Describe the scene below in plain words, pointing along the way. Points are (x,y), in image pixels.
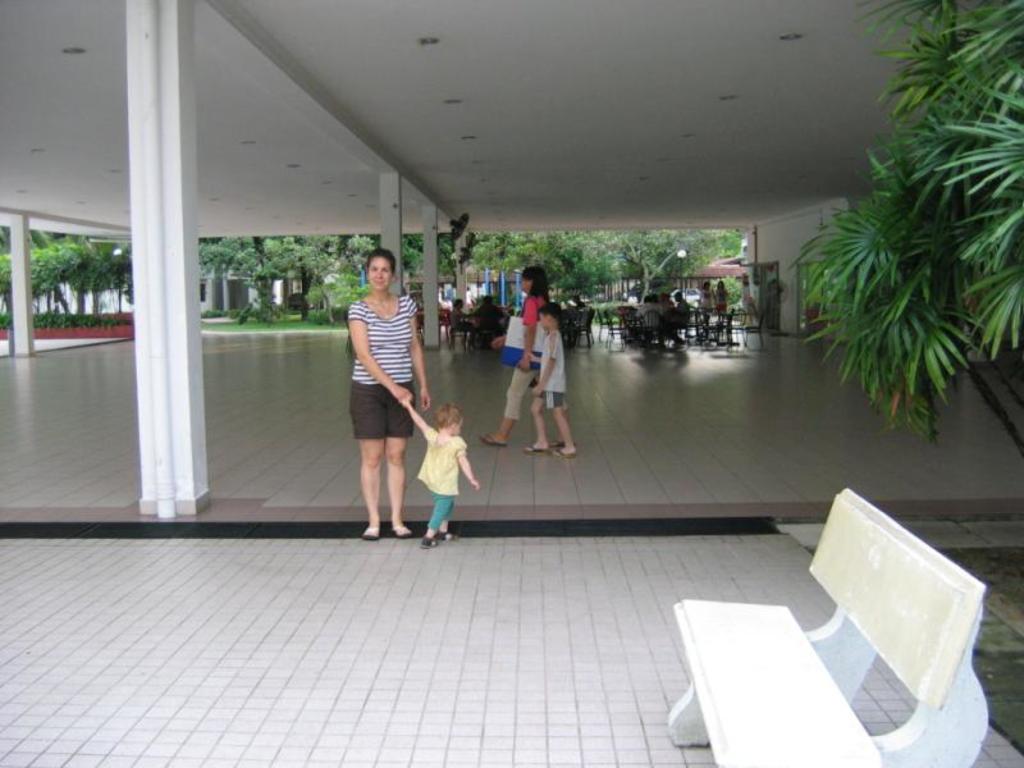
In this image there is chair (971,698). There are people (477,315). There are tables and chairs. There is grass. We can see trees (287,313).
